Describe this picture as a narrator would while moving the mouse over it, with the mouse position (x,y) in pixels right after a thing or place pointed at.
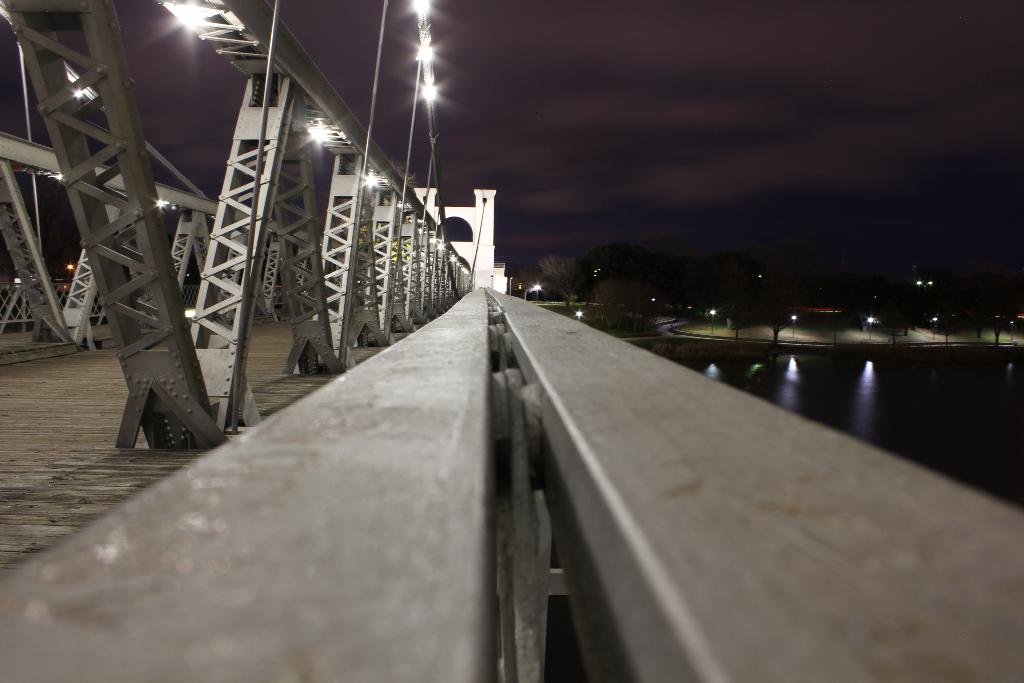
In this image, we can see a bridge (450,390) above the river (877,395). There are some trees (845,296) and lights (792,319) on the right side of the image (968,314). There is a sky (550,51) at the top of the image (635,37).
